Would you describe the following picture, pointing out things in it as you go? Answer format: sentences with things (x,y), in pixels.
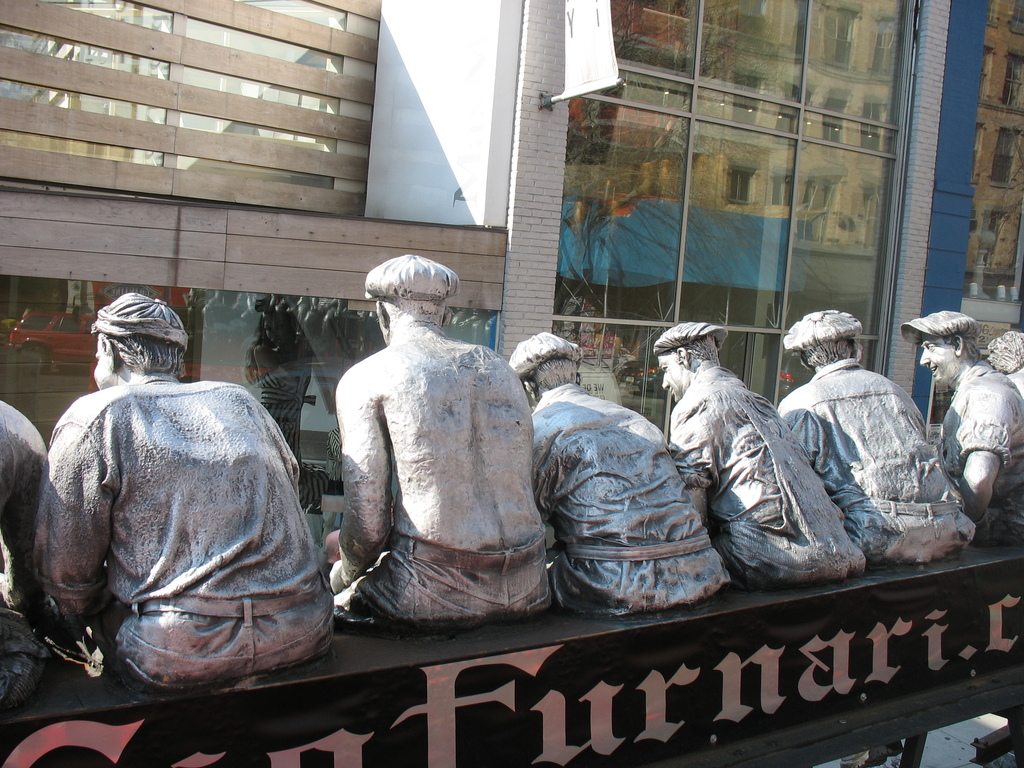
In the picture I can see statue of people (618,450) and something written on a black color object (369,714). In the background (289,277) I can see buildings (406,245), framed glass wall (651,255) and some other objects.
